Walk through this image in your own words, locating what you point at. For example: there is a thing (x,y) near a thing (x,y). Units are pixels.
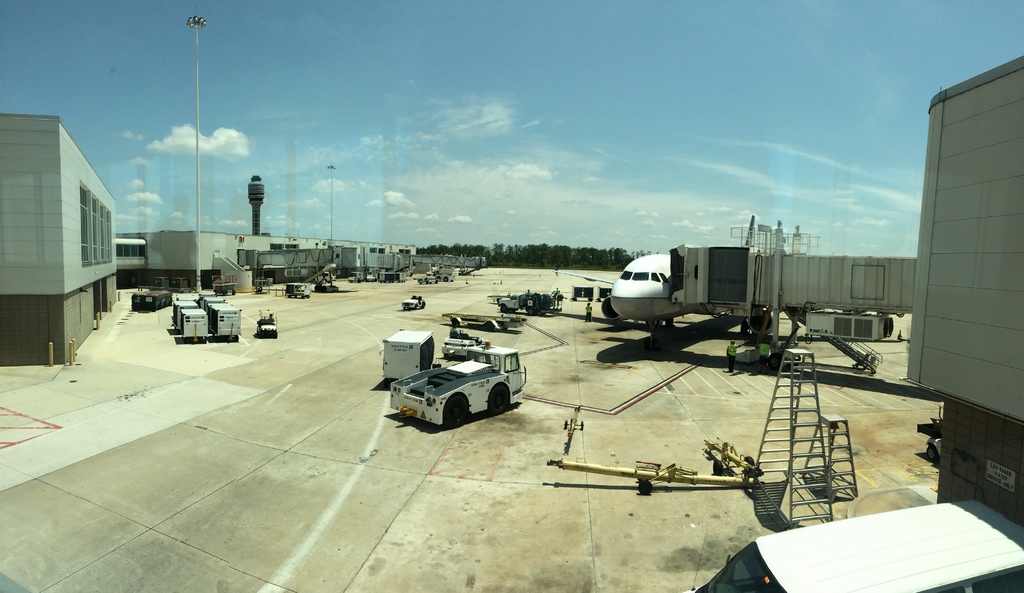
In this image, I can see an airplane (659,304), ladders (850,480), ground support equipments (497,412), vehicles (765,562), three persons (590,321) standing and a passenger walkway (800,295) on the runway (680,353). On the left side of the image (188,265), I can see the buildings (202,254) and an air traffic control tower (256,226). In the background (437,248), there are trees (559,256) and the sky (539,117).
